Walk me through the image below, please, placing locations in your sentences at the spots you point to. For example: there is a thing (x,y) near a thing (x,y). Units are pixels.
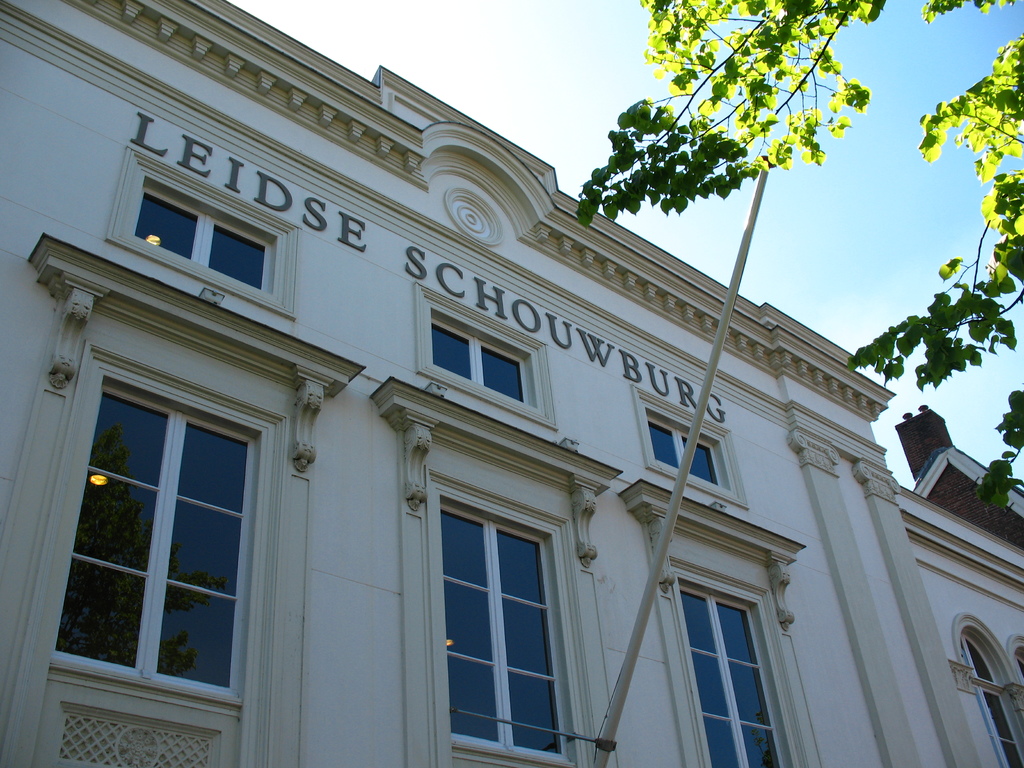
In this image there is a building (614,514) with glass windows (205,267). There is a tree (949,304) on the right side (960,317). There is a sky (592,110).
